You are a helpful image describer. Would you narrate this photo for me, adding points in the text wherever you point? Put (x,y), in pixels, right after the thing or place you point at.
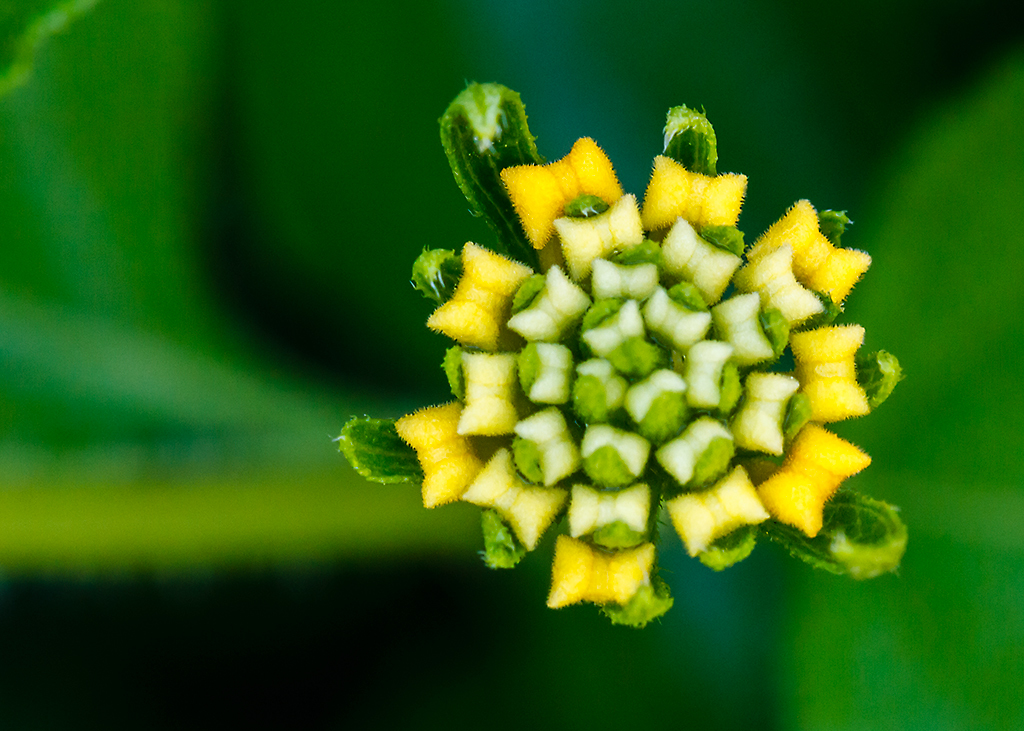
In this image, in the middle (530,336), we can see a flower (855,390). In the background (928,660), we can see green color.
